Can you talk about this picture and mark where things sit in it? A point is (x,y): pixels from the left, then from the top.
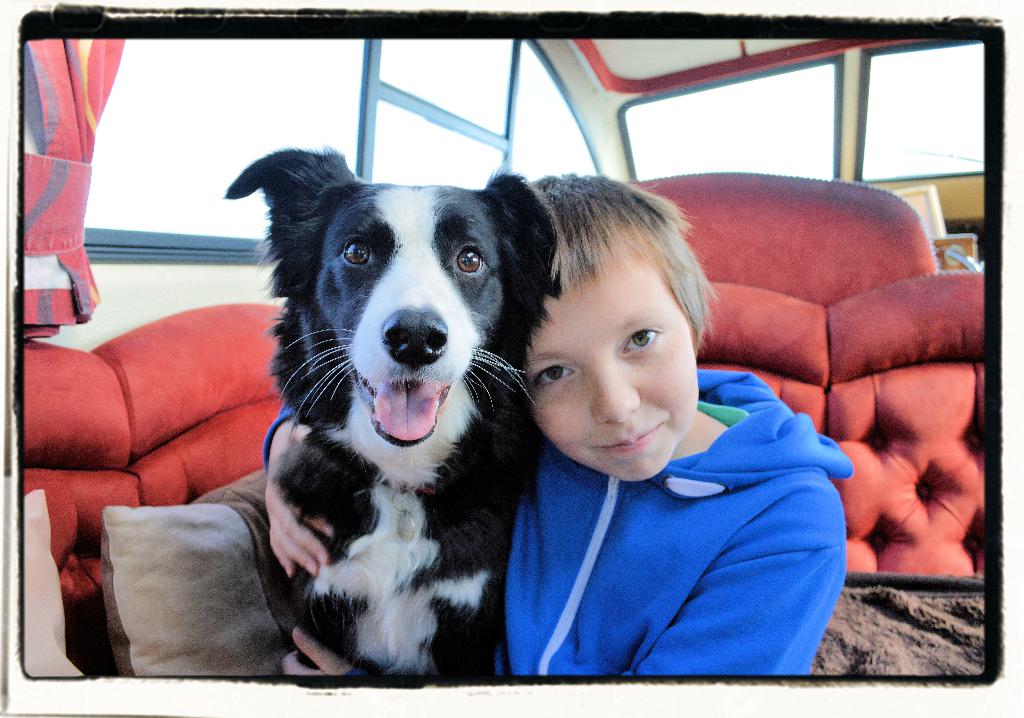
In this picture a boy (660,543) is sitting and holding a dog (409,499). Background of the boy (587,403) is a sofa (770,339) which is in red color and glass windows (131,141).
